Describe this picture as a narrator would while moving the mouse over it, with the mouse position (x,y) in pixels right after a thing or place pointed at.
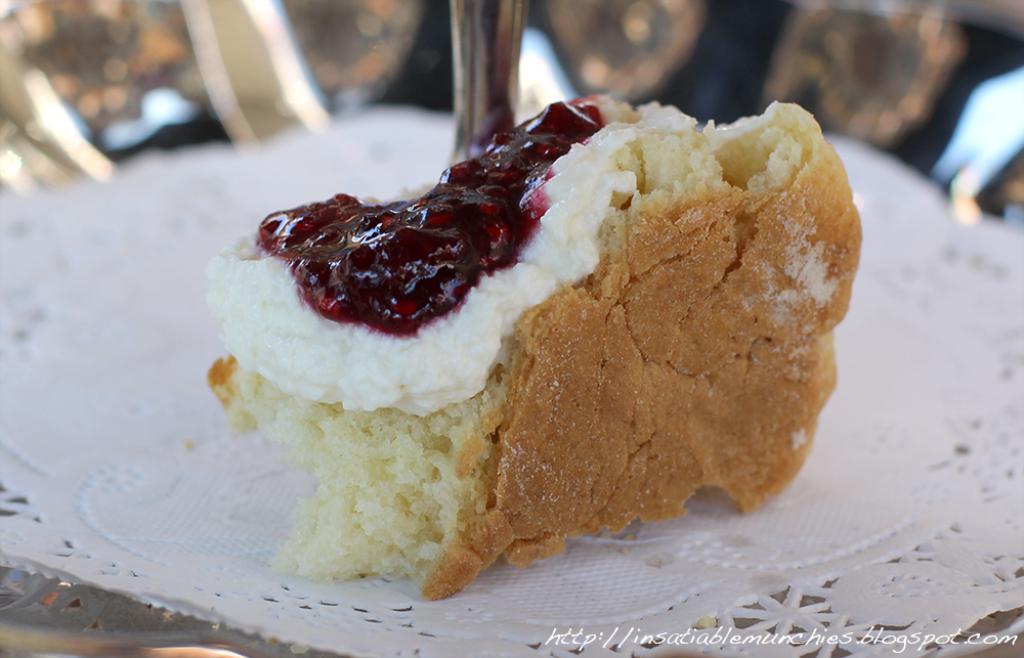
Here in this picture we can see a piece of cake (572,386) with cream (461,318) and jam (399,310) on it present on a plate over there.
